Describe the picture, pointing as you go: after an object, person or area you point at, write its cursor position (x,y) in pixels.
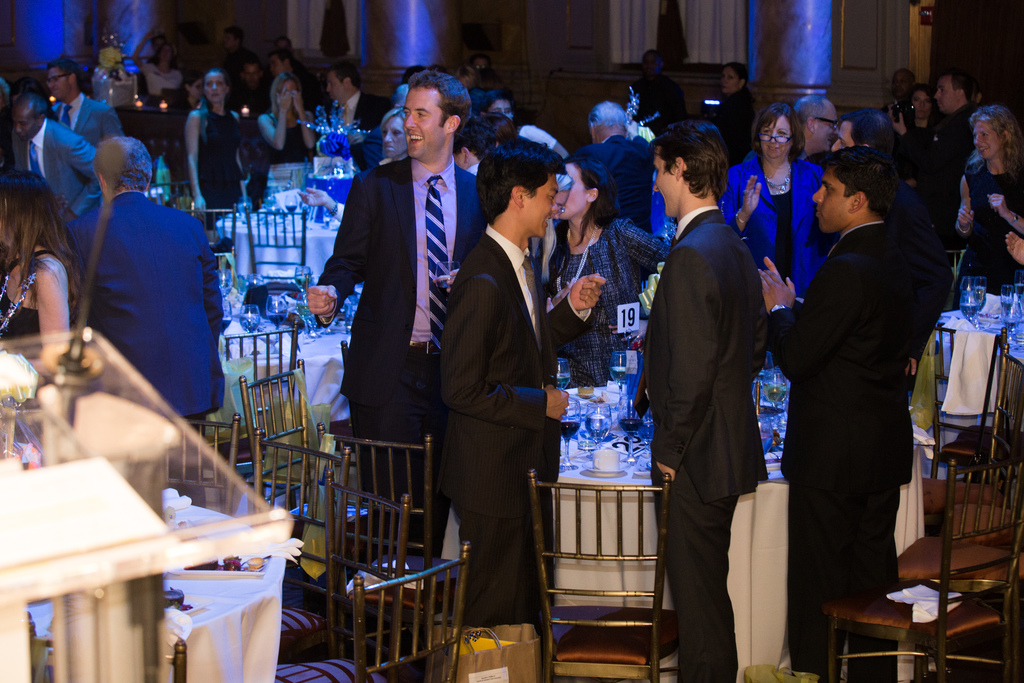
In the image we can see there are people (454,190) who are standing and on the table (578,472) there are wine glass (561,430), jug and in plate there are food items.
